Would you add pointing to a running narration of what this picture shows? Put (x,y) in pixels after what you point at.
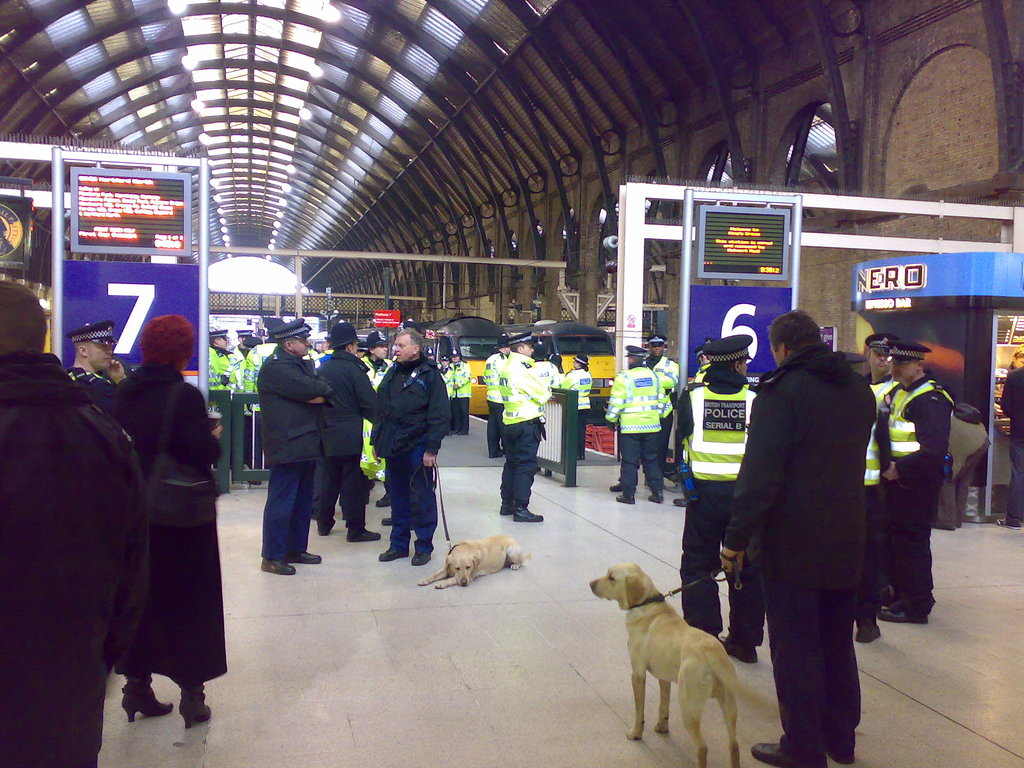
In this image we can see many people (316,407). Some are wearing caps (880,337). Two persons (791,377) are holding belts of dogs (486,564). There are banners (81,290). On the banners (172,209) there are numbers (125,289) and some text (92,206). On the ceiling (302,126) there are lights (302,111). Also there are arches (428,225).
